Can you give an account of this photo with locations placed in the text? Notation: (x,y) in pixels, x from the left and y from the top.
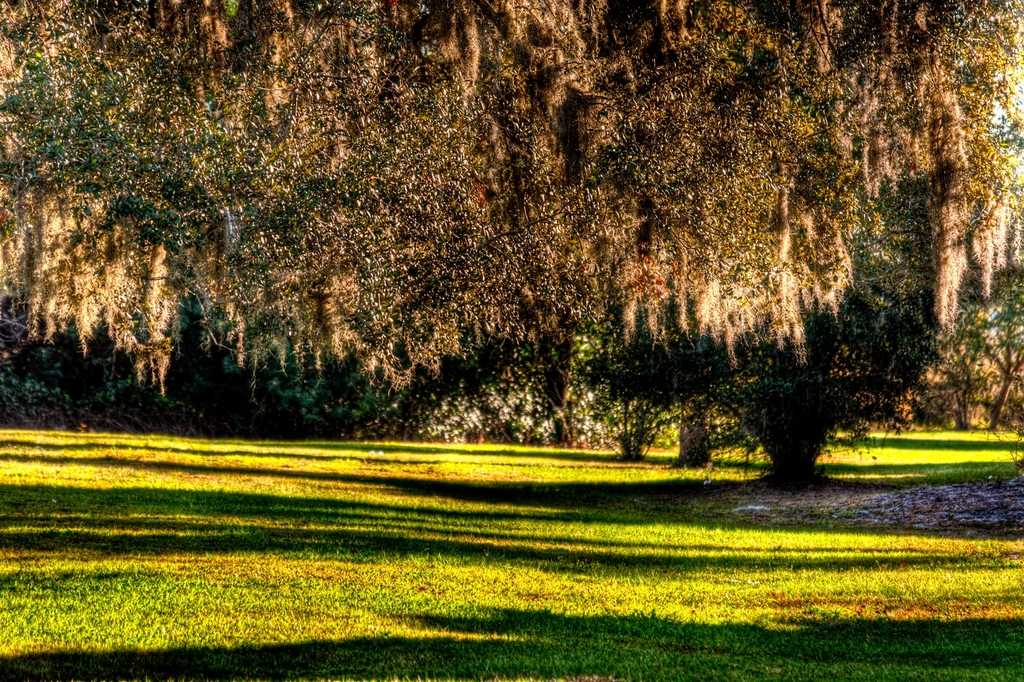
In this picture we can see grass (382,502), plants (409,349), and trees (819,293).
